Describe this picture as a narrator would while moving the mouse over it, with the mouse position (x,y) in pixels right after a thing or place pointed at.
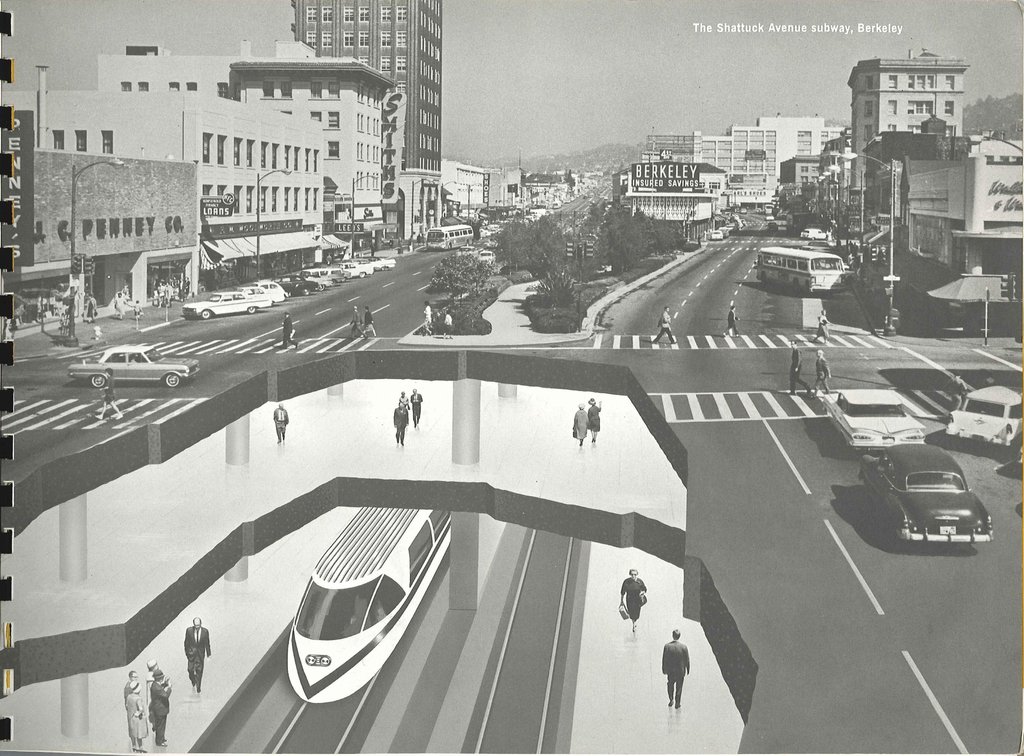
In this image I can see few vehicles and I can see group of people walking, trees (645,236), buildings (83,146), light poles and few boards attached to the buildings (721,196) and the image is in black and white.
